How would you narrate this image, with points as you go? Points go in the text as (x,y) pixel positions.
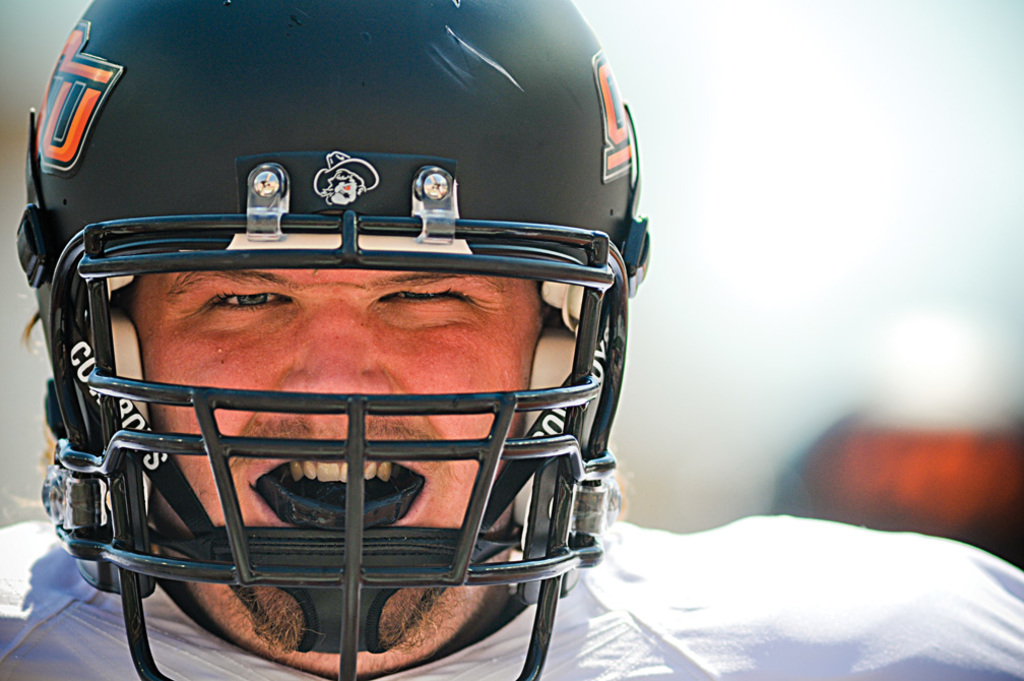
In this image we can see the person (306,368) wearing helmet (364,204).
